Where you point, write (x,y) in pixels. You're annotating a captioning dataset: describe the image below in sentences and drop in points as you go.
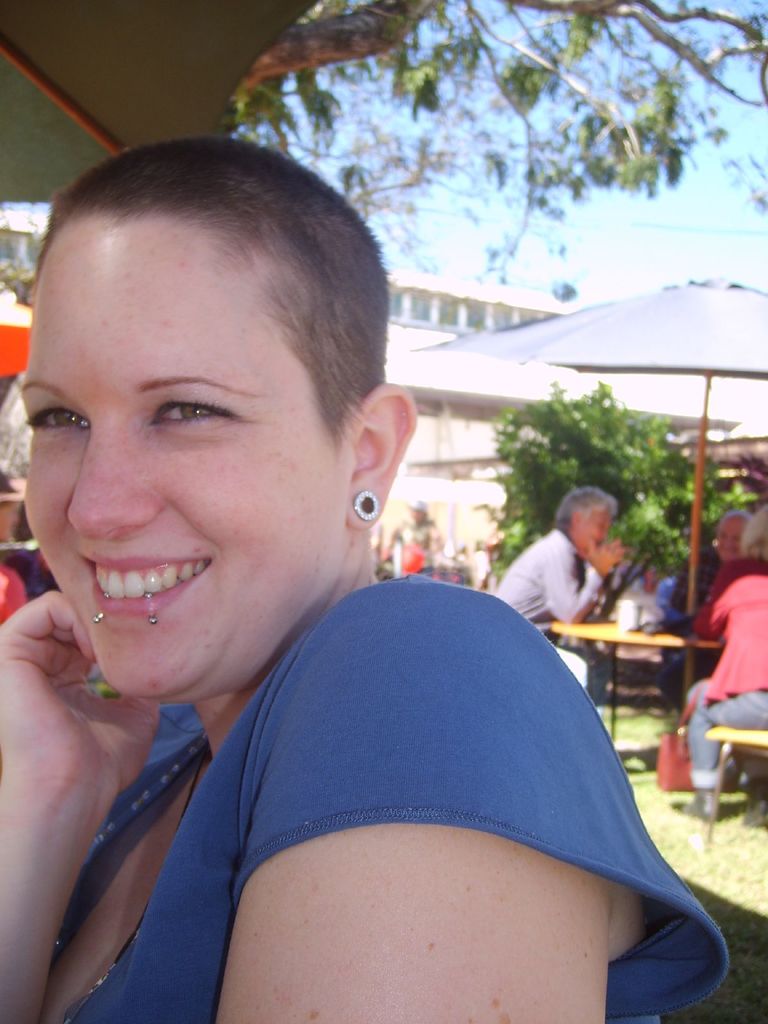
In this picture there is a woman (385,684) who is wearing blue dress (426,763) and she is smiling. On the right (569,576) there are three persons (582,521) were sitting on the chair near to the table (613,655). On the table (634,636) I can see the jar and cup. They are sitting under the umbrella (748,308). In the background (668,451) I can see the building (442,531), trees (634,544) and plants (517,514). In the top right corner (683,76) I can see the sky (730,125) and clouds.
